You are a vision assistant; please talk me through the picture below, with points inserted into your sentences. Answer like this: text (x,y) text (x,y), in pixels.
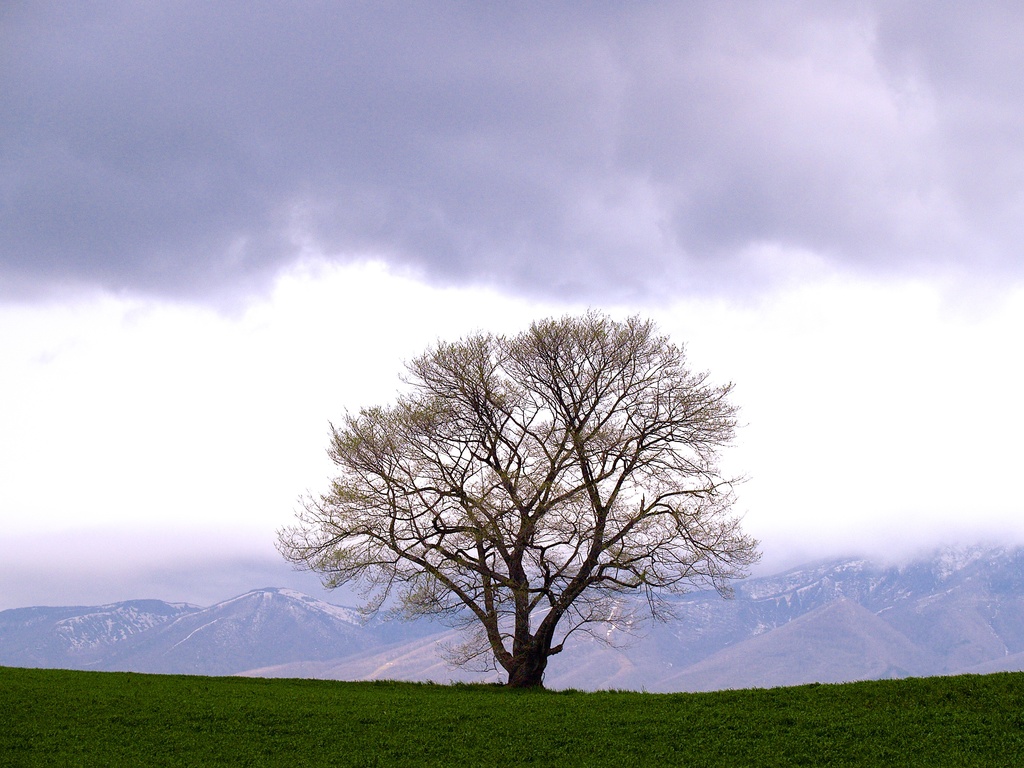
This picture shows a tree (463,570) and we see grass (155,757) on the ground (72,711) and we see hills (384,670) and a cloudy Sky (749,309).
